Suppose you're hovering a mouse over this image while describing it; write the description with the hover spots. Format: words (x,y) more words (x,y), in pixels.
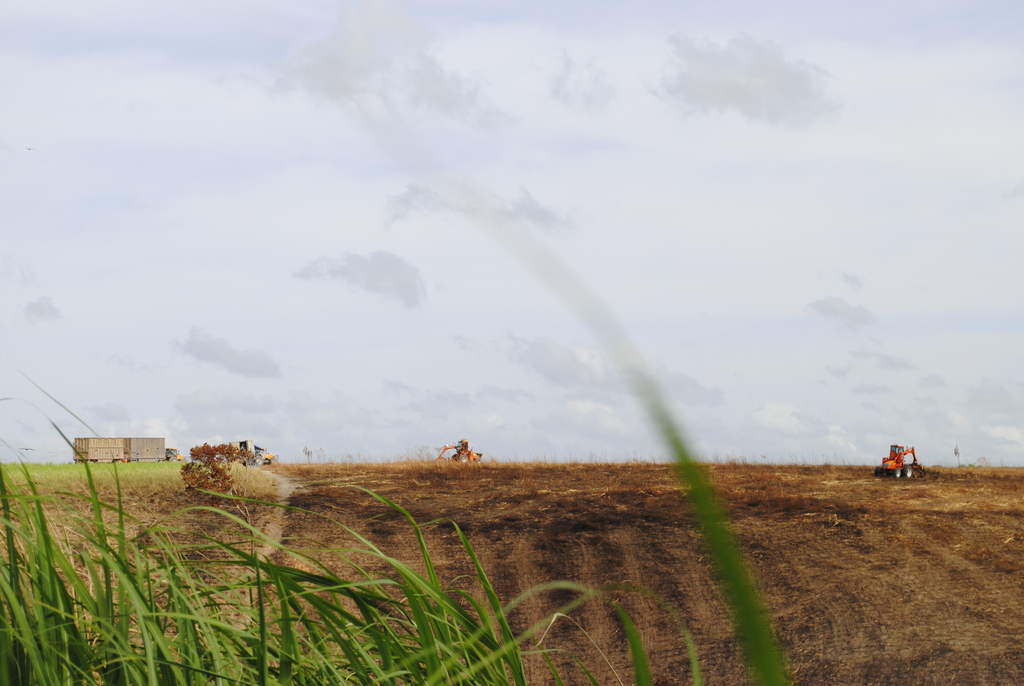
In this image we can see a field (522,586), there is the vehicle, where is the grass (366,610), at above here is the sky (545,295).
